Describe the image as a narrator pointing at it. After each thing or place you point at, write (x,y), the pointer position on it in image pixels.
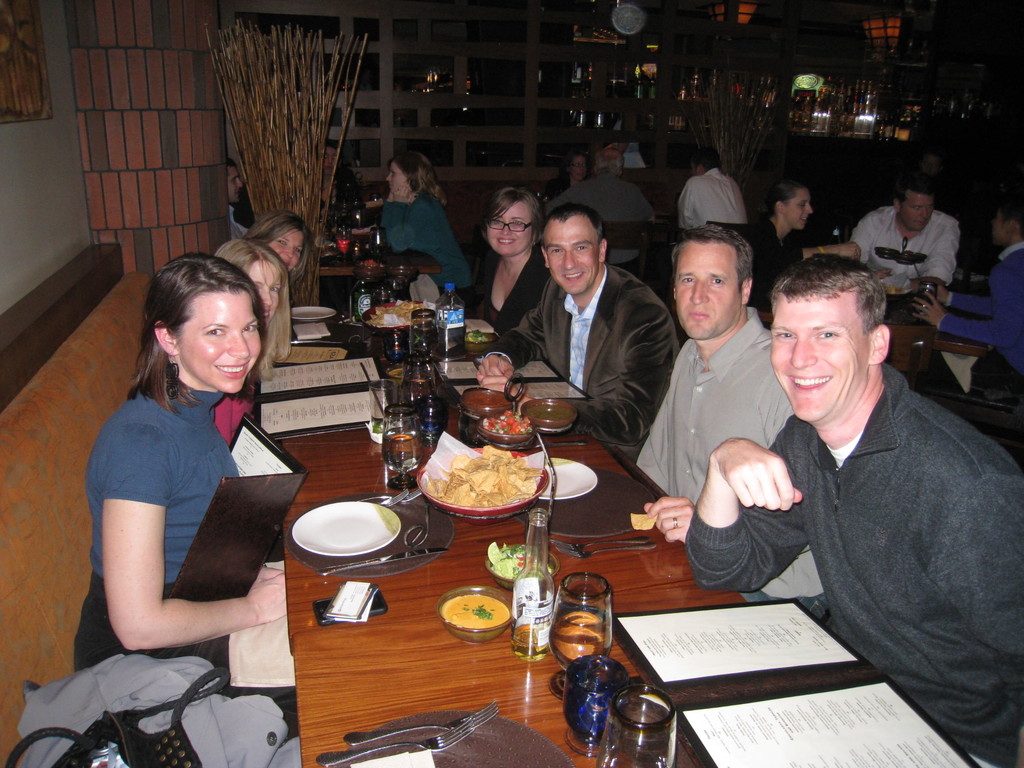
In this image, there are group of people (728,264) sitting on the sofa (63,557) facing each other at dining table (576,765). In the middle of the image (551,440), there is a table (338,693) on which plates (384,520), bowls (536,493), glasses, bottle (531,591), mobile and so on is kept. In the background (639,4) topmost, there is a wall clock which is white in color. In the left top most (25,21) wall painting (35,89) is visible. The picture looks as if it is taken inside the dining hall (867,96).
